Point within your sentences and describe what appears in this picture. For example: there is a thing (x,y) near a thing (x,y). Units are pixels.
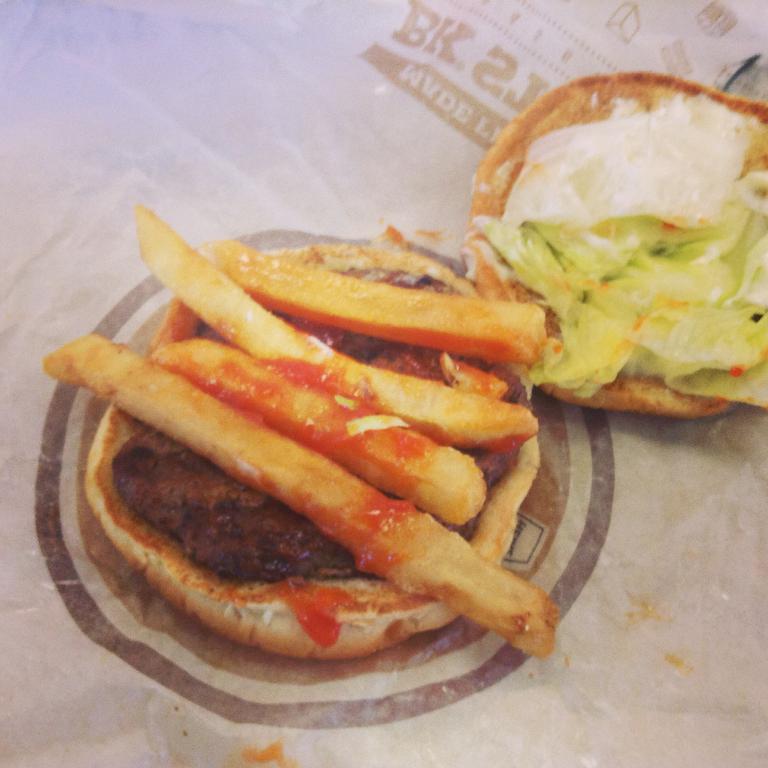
In this image in the center (423,355) there is a burger (186,525) and some french fries (397,381) and sauce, and at the bottom (646,564) there is a paper (64,501).
